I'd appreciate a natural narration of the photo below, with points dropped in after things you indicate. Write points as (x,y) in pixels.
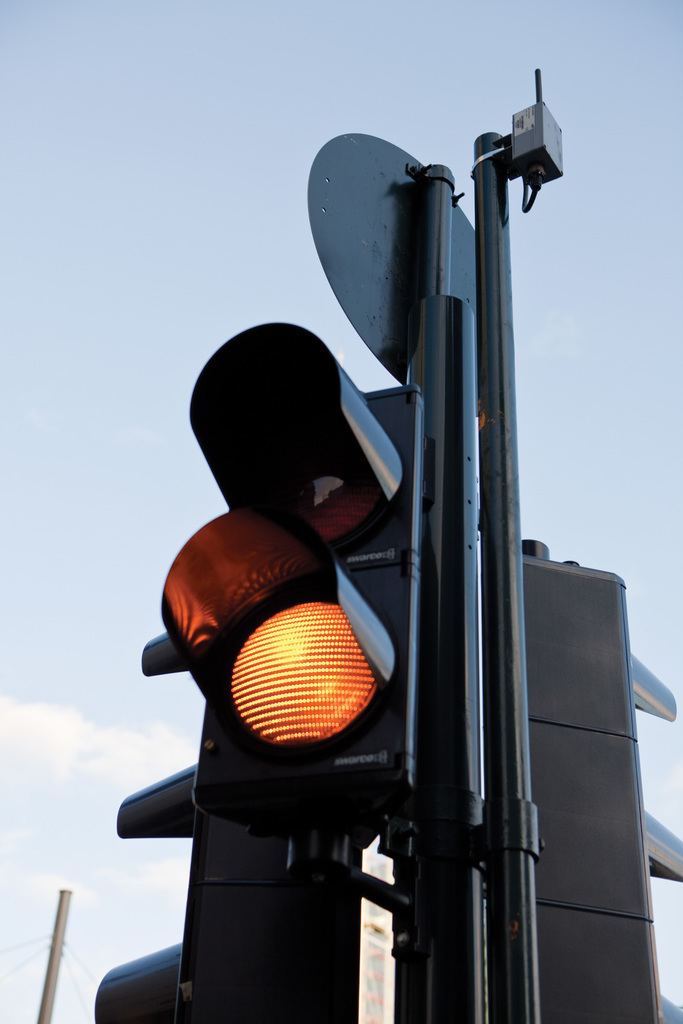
There are poles (455,789) with traffic signals (371,777). In the background (111,708) there is sky (150,382). Also there is a pole (49,972) in the background (59,947).
